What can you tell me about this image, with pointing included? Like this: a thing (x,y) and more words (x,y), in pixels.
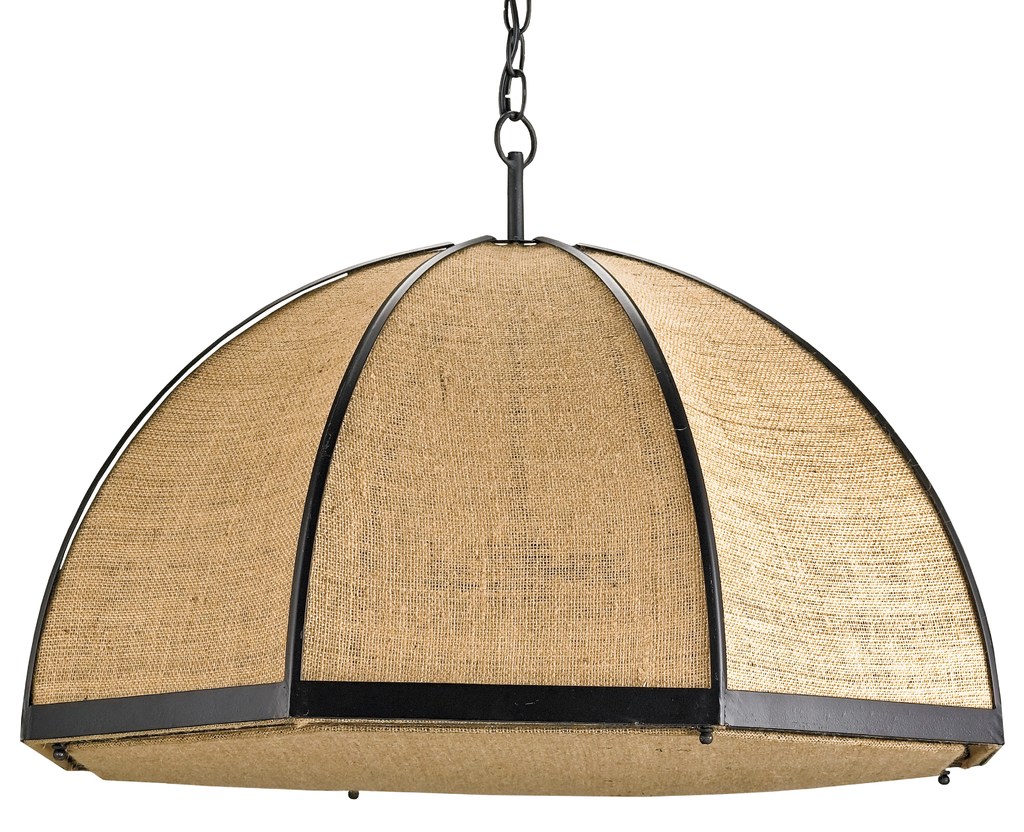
In this image, we can see a chandelier (698,282) on white background.
